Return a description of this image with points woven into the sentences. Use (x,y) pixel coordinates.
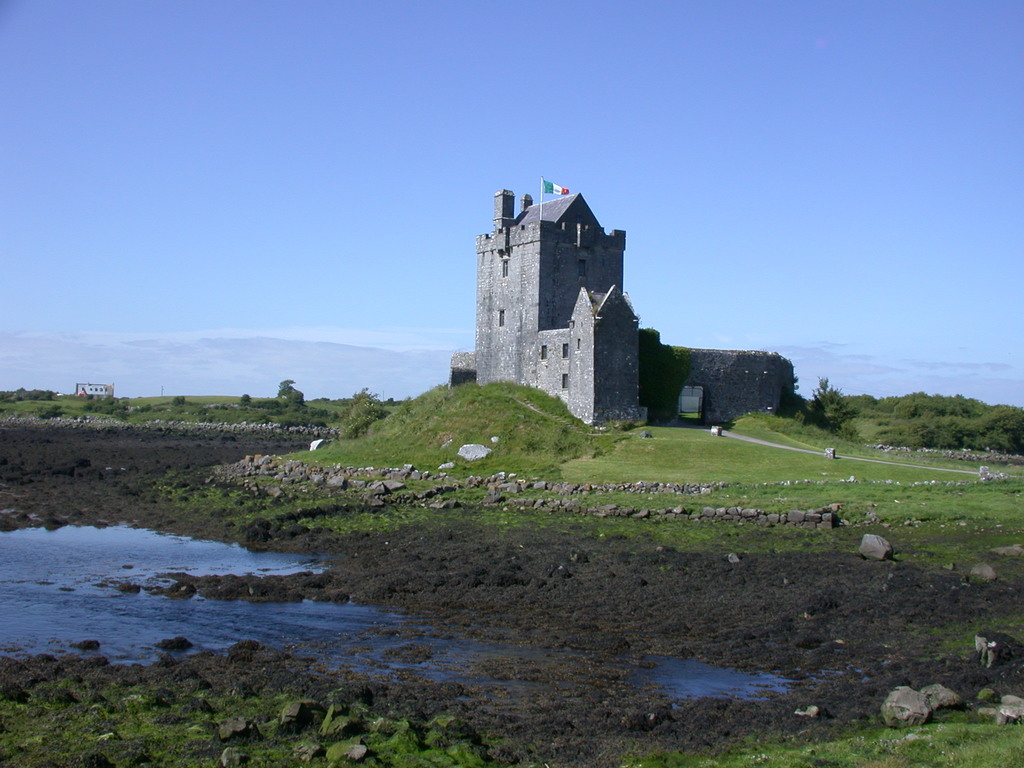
In the center of the image (575,381) we can see a building (572,303) with windows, roof (555,212) and a flag (549,189). In the background (933,433), we can see a group of trees (907,424), building (92,389), water (174,554) and the cloudy sky (233,346).
